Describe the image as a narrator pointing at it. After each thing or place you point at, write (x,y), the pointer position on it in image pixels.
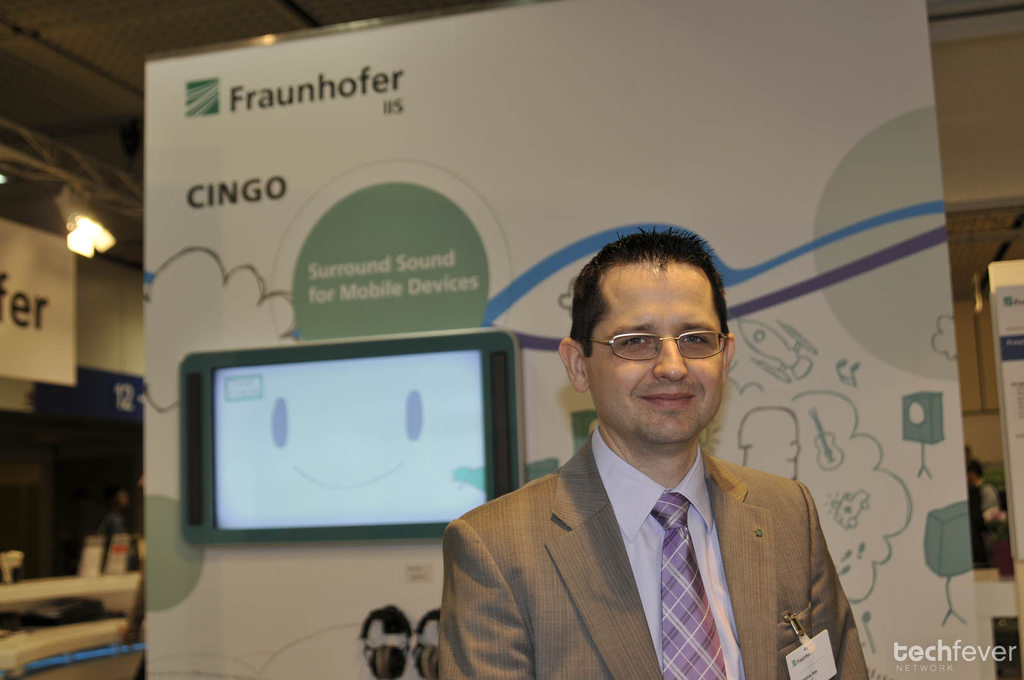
In the image we can see a man (641,597) wearing clothes (651,559), spectacles (645,347) and the man (624,417) is smiling. Here we can see screen (341,438), poster (449,192) and light (73,222). On the bottom right (940,642) we can see the watermark (949,650).
